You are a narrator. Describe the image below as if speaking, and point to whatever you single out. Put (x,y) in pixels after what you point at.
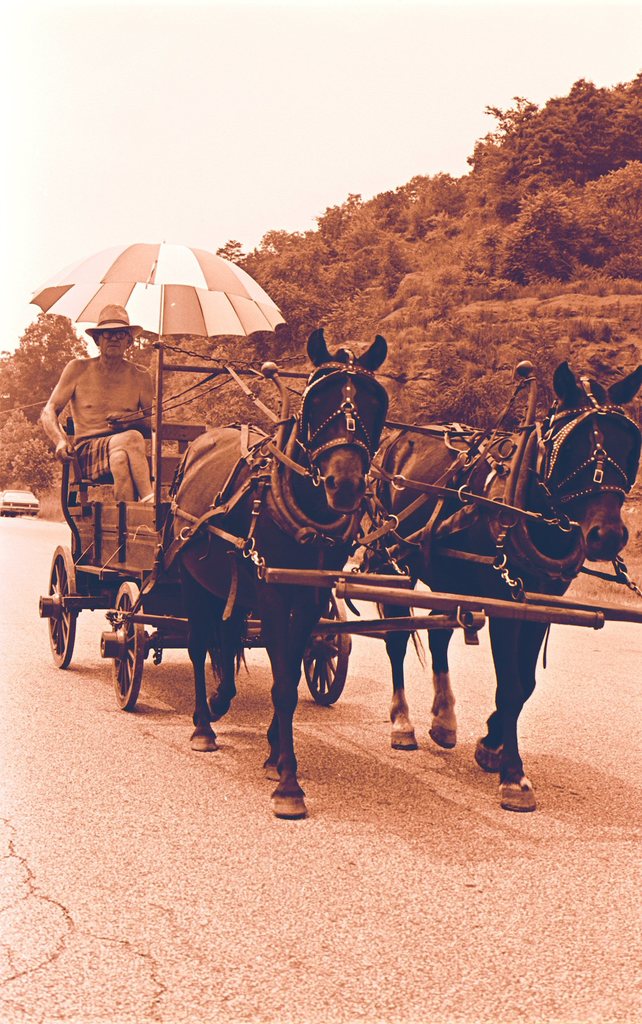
There is a man (103,317) wearing spectacle (118,333), sitting and driving a horse cart (130,546) on the road (175,795). In the background (383,319), there is a hill (422,212), car (9,503) and grass (41,503).
